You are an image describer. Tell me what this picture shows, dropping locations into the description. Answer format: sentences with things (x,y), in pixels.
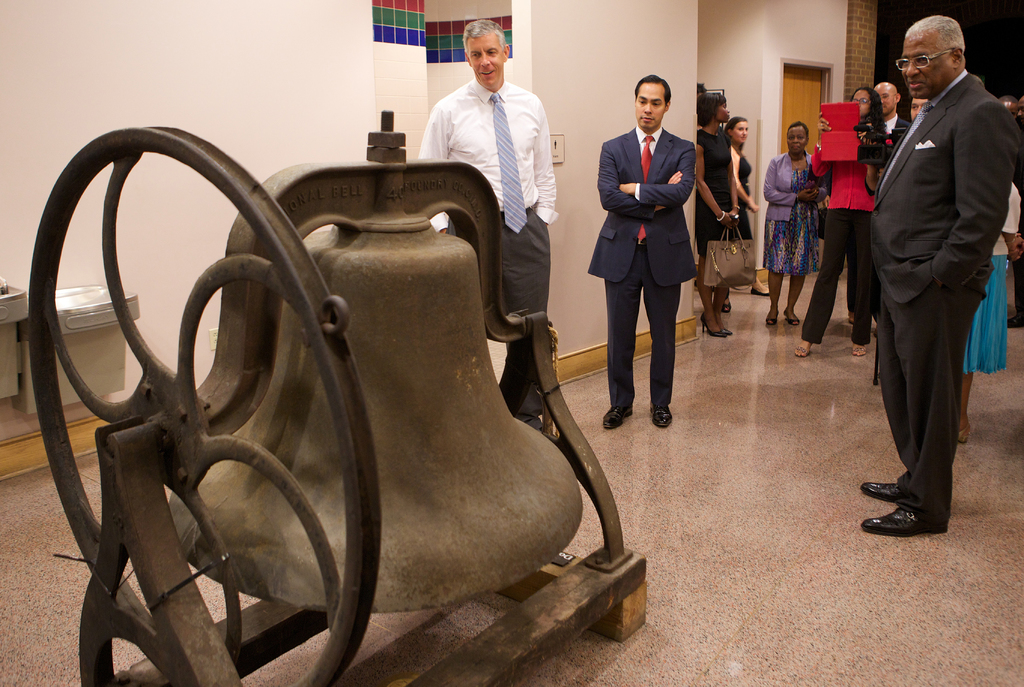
In this image, we can see people (973,156) are on the floor (841,567). Few people (777,289) holding some objects (731,275). On the left side of the image (217,489), we can see a show piece (432,459) with bell (478,557), wheel (117,292) and wooden objects (533,613) on the floor (723,649). In the background (570,177), we can see wall (248,165), board (561,143), frame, door (816,114) and drinking fountains (10,390) on the wall (180,288).
